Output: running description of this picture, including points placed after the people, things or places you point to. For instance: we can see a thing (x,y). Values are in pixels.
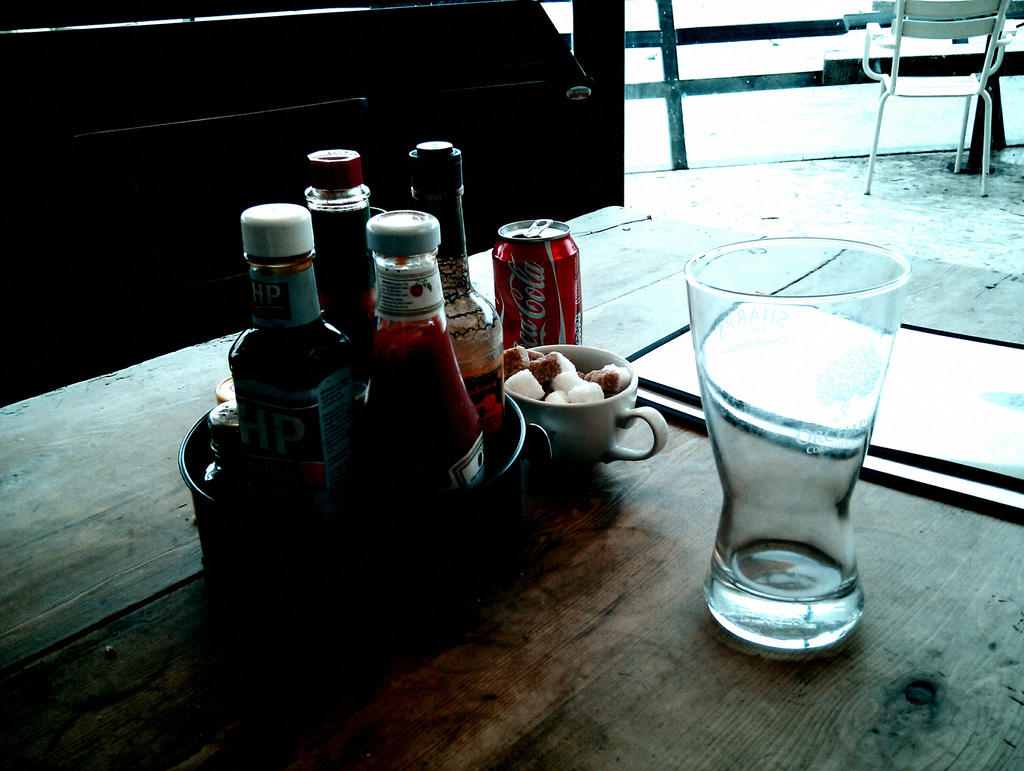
Here we can see a group of bottles (419,356) placed in a bowl (478,486) that is placed on the table (186,654) and there is a glass (710,592) present on the table (684,489) and there is a cup (633,368) and there is a tin (502,295) present on the table (185,491) and on the right top side (916,11) we can see a chair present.
